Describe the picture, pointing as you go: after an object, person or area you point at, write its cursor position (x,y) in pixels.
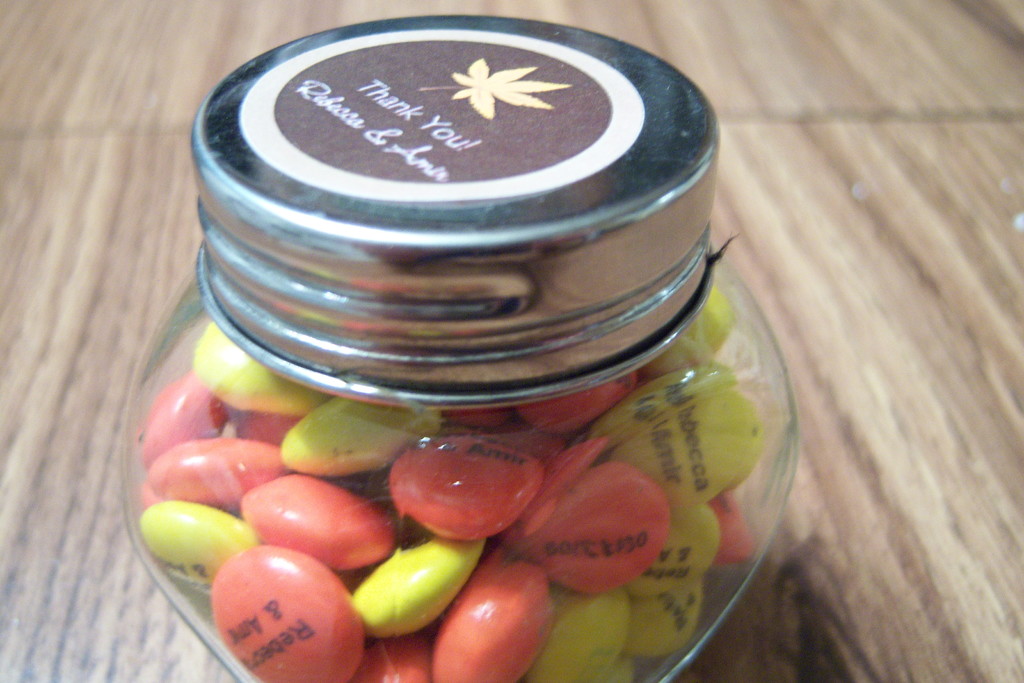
This image is taken indoors. At the bottom of the image (124,614) there is a table (878,598) with a bottle (384,418) of candies (497,480) on it.
